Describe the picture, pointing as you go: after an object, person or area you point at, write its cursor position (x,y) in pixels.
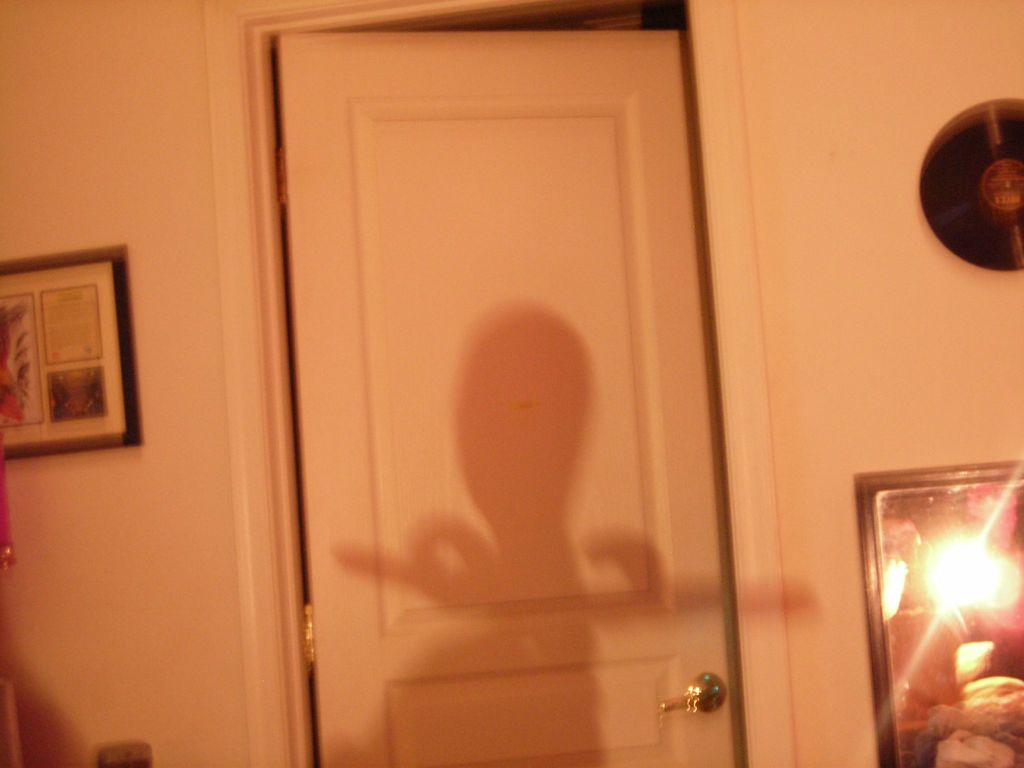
As we can see in the image there is a wall (202,461), photo frame (2,352), door (311,333) and a mirror (945,636).
